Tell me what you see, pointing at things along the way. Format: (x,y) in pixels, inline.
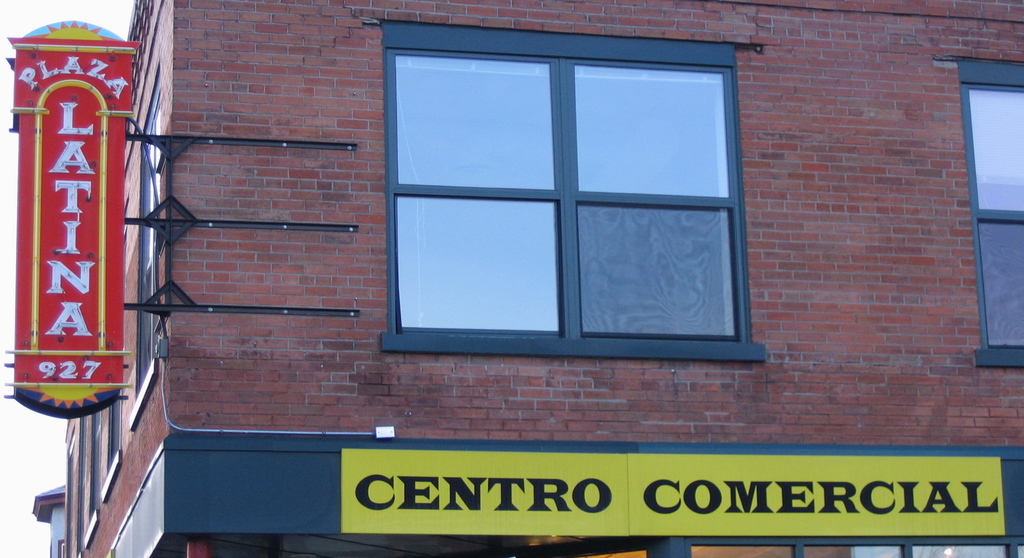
This is the picture of a building (491,309) to which there is a window (95,508), stand (175,305) to which there is a board (81,284) and also the other board (716,470) which is in yellow color.
